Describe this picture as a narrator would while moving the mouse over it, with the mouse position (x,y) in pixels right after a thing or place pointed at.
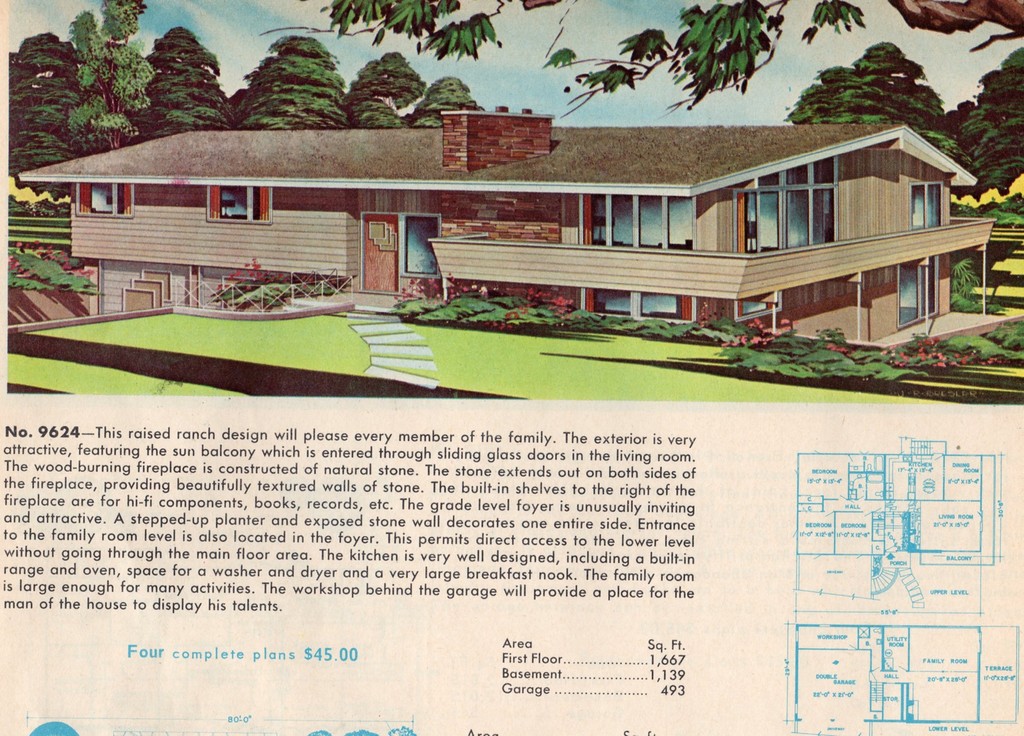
This is the paper (881,544). On paper (471,278) building (425,164), tree image (104,116) and text (437,545) is there.
